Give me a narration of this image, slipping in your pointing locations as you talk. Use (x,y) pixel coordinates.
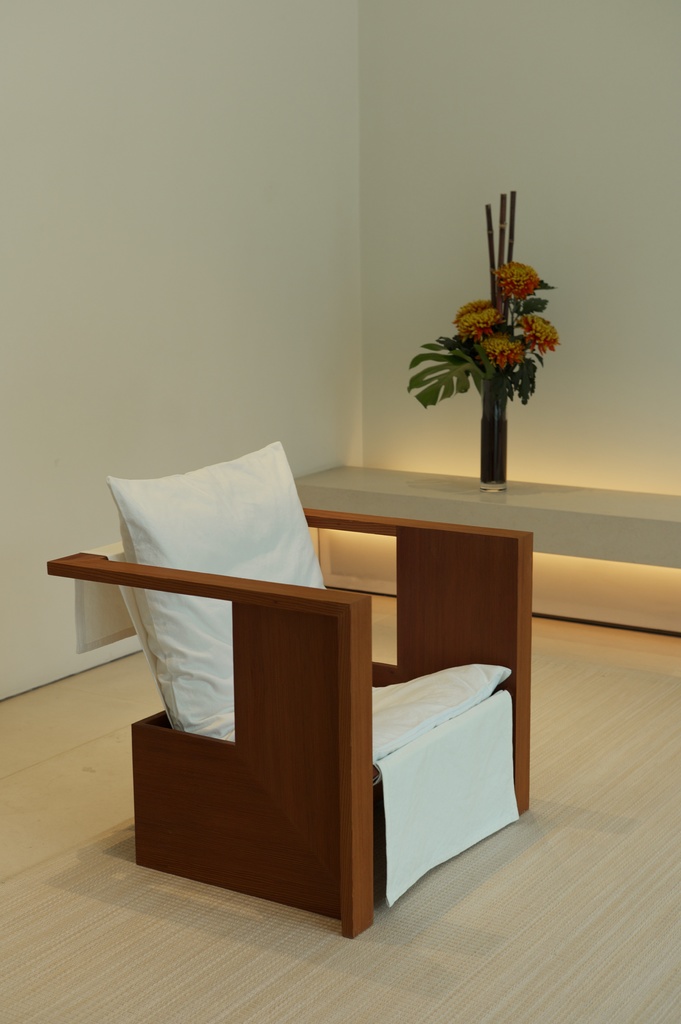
The image is inside the room (545,615). In the image there is a chair (432,666), on chair (404,646) we can see pillows (293,548) and a cloth (419,792). On right side of the image (467,375) we can see flower pot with some flowers (512,284) and plants (418,398) in background (214,174) there is a wall (248,181) which is in white color.
